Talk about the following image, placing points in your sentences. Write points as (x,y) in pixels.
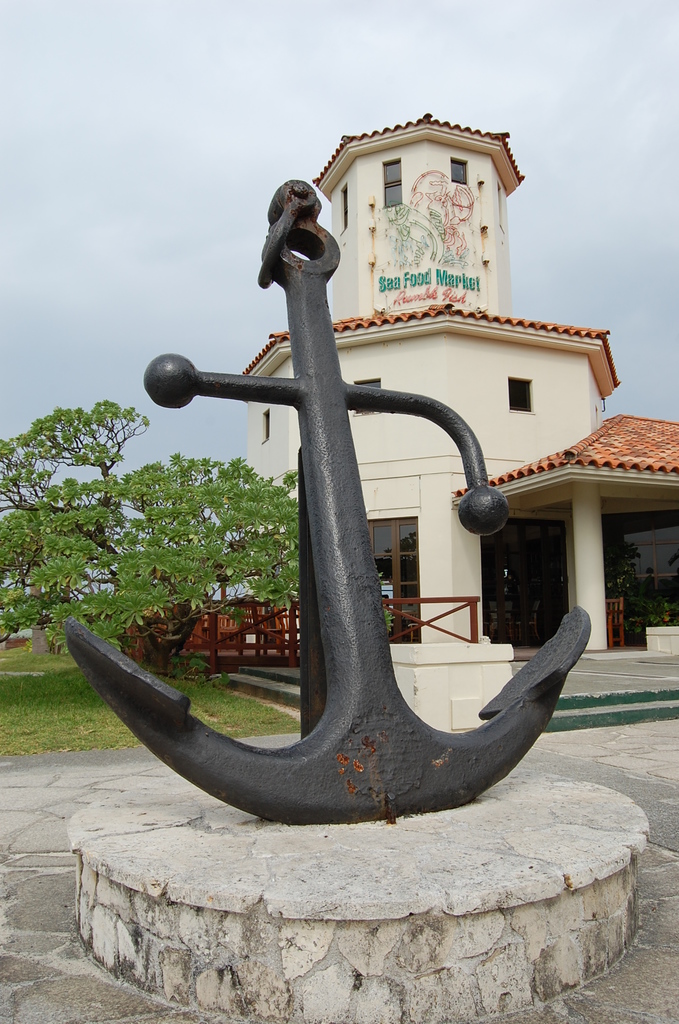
In this picture there is an anchor (364,577) which is in black color is placed on a cement object (383,856) and there is a building (548,423), tree (278,601) and a greenery ground (213,708) in the background (86,543) and the sky (29,349) is cloudy.
